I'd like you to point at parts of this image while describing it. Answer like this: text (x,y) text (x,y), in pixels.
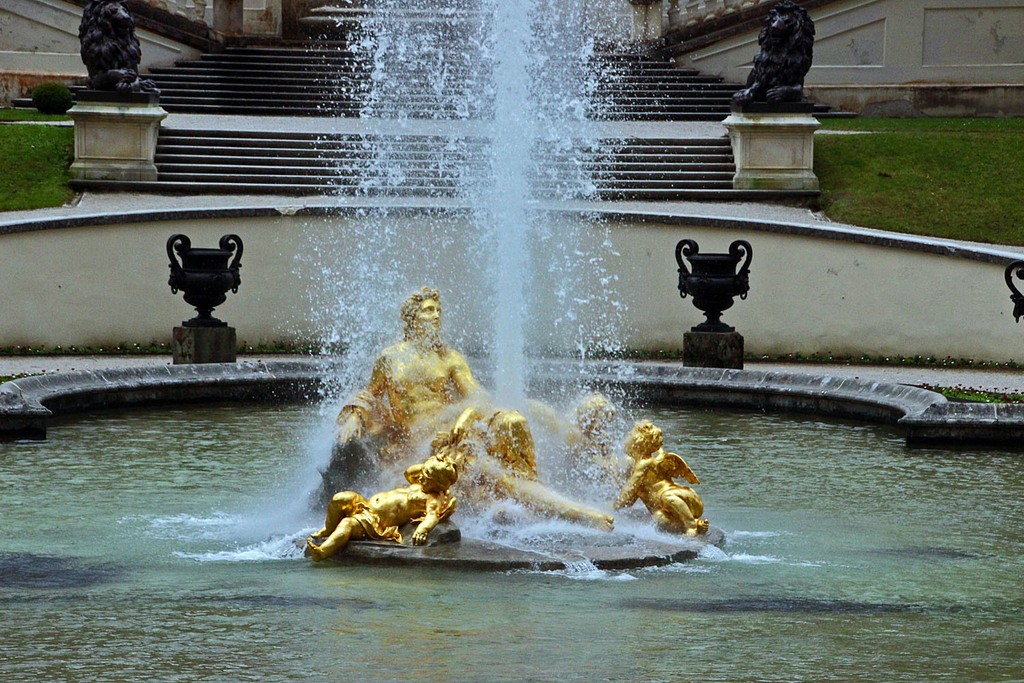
In the image I can see a water fountain (447,425) which has some statues (504,435) around and behind there are some urns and stair case (410,106).
